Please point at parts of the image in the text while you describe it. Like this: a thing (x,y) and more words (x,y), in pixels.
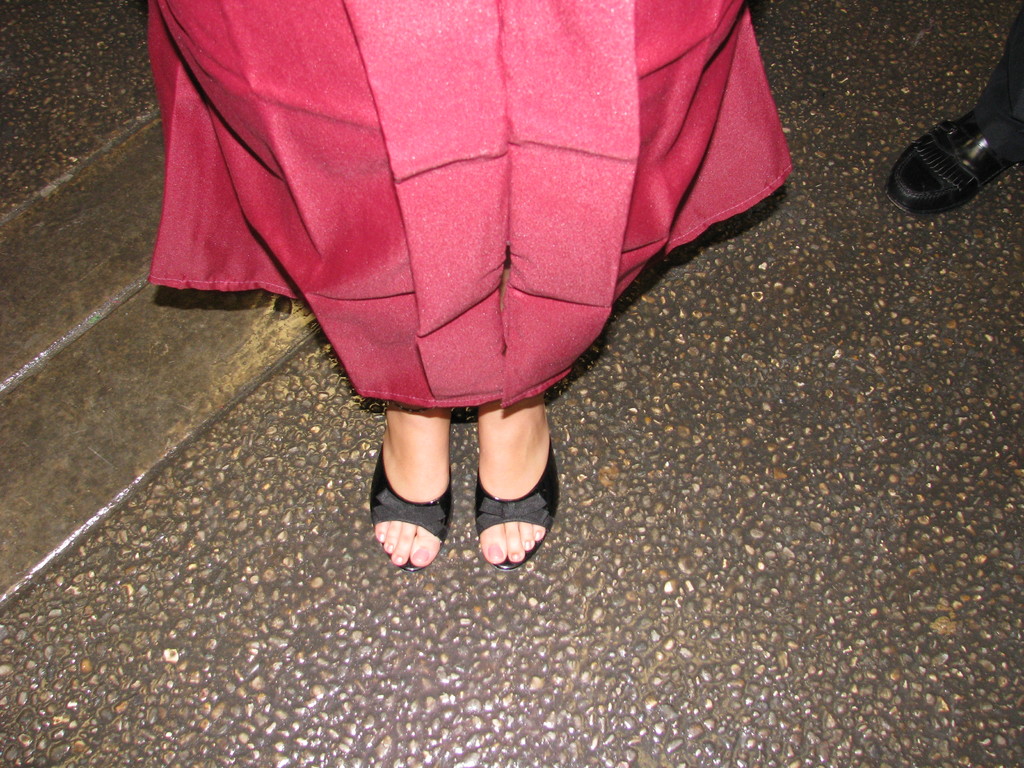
In the center of the image (474,371), we can see legs (449,420) of a person (420,298) wearing red color dress (505,140) and on the right (917,200), we can see shoe (978,159) of a person (981,152). At the bottom (632,640), there is road (597,592).
